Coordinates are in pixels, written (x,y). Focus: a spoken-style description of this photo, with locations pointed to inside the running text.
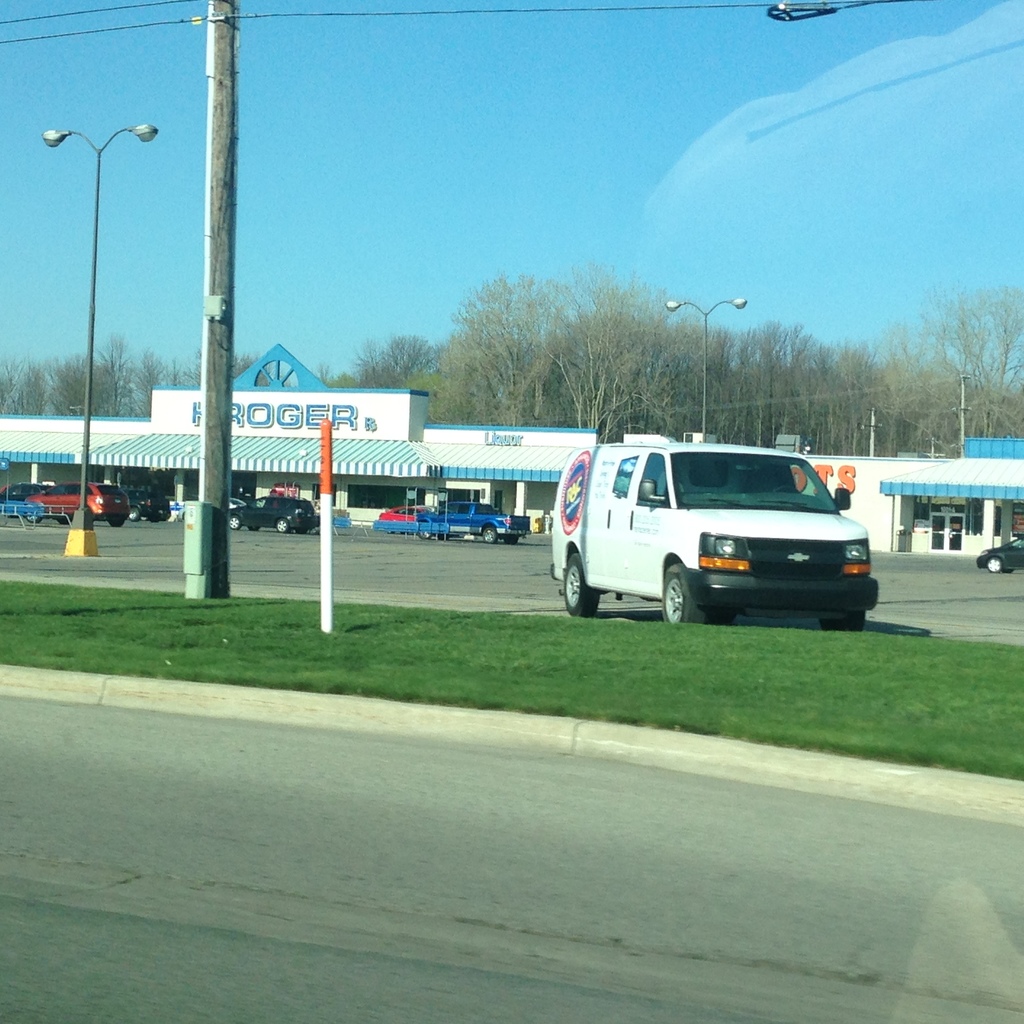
In this image we can see road (415,840), there is grass (432,645) and in the background of the image (768,576) there are some vehicles (515,524) parked near the shop (537,472), there are some street lights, poles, wires (82,32), there are some trees (463,341) and clear sky (475,115).
